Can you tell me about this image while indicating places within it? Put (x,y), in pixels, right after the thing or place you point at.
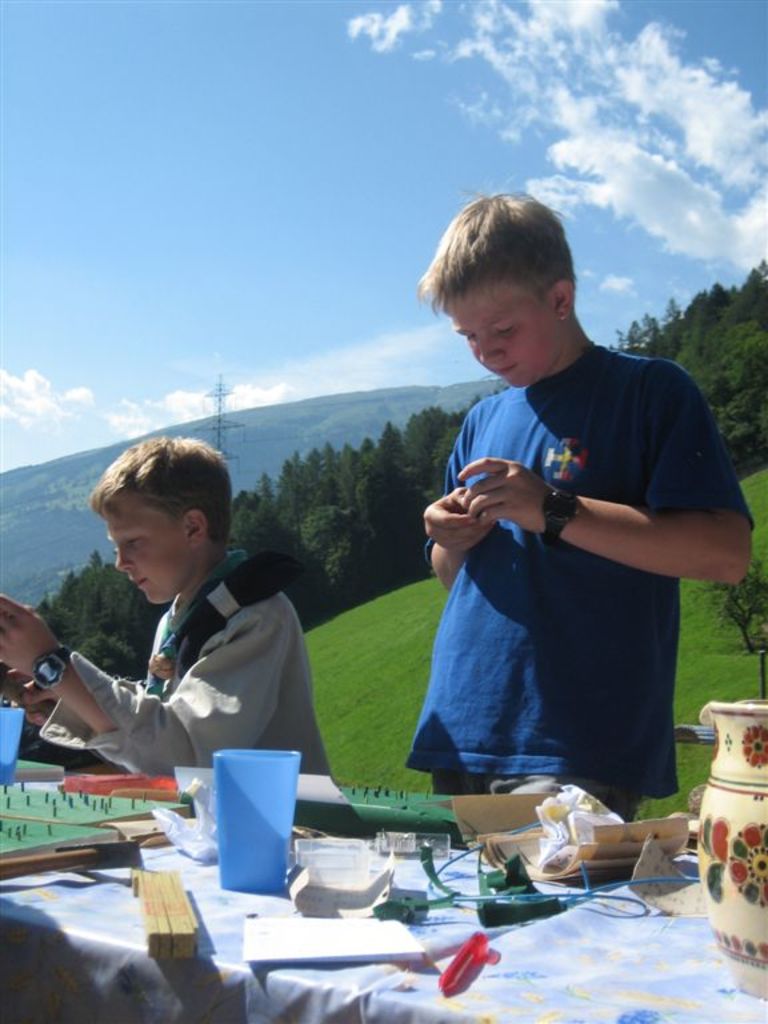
In the middle of the image (383,357) there is a sky (446,86) and clouds (560,91). Bottom left side of the image (252,1018) there is a table (512,1023), On the table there is a glass (234,774) and there are some products (430,813). Right side of the image (654,566) there is a boy (522,743) holding something in his hands (467,504). Bottom left side of the image (158,721) a boy (211,521) is standing, Behind them there are some trees (404,438) and hill (305,437).
